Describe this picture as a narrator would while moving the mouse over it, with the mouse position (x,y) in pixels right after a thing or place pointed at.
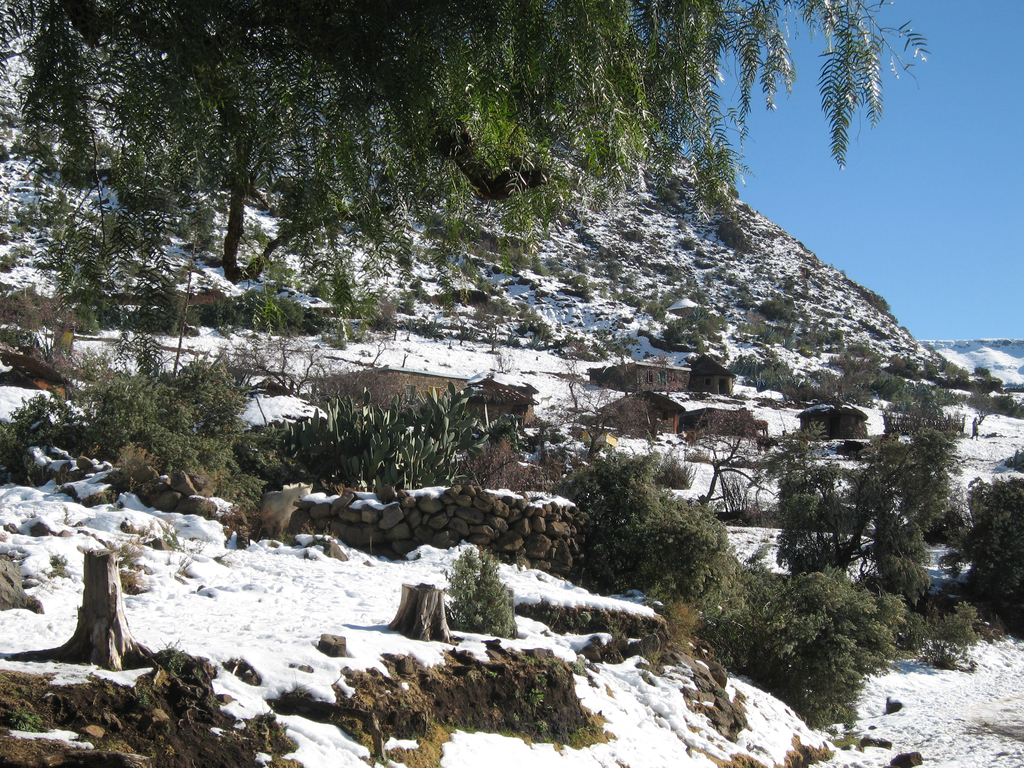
At the bottom of the picture (506,645), we see the snow (333,667) and the trees (488,624). In the middle (547,481), we see the stones (461,505), trees (229,444) and the huts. There are trees (538,215) and the hills (793,302) in the background (841,367). These hills (834,326) are covered with the snow (651,261). In the right top (929,199), we see the sky (859,211), which is blue in color.
